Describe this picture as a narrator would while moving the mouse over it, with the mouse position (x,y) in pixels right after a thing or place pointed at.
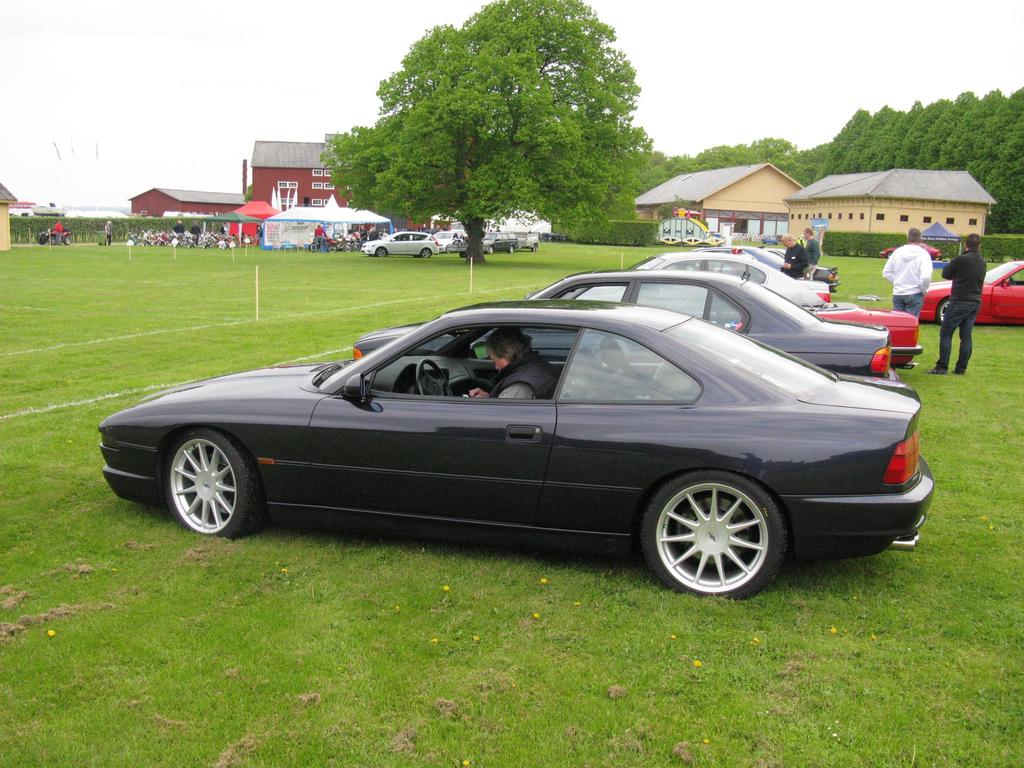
This picture is clicked outside. In the foreground (513,486) we can see a person (527,355) sitting in the car (617,343) and we can see the group of persons (914,281) and we can see the cars (735,279) seems to be parked on the ground (180,316) and we can see the green grass (782,669), plants (850,242), trees (426,211), tents (234,227), houses (5,219) and many other objects (176,241). In the background (784,42) we can see the sky (311,43).
